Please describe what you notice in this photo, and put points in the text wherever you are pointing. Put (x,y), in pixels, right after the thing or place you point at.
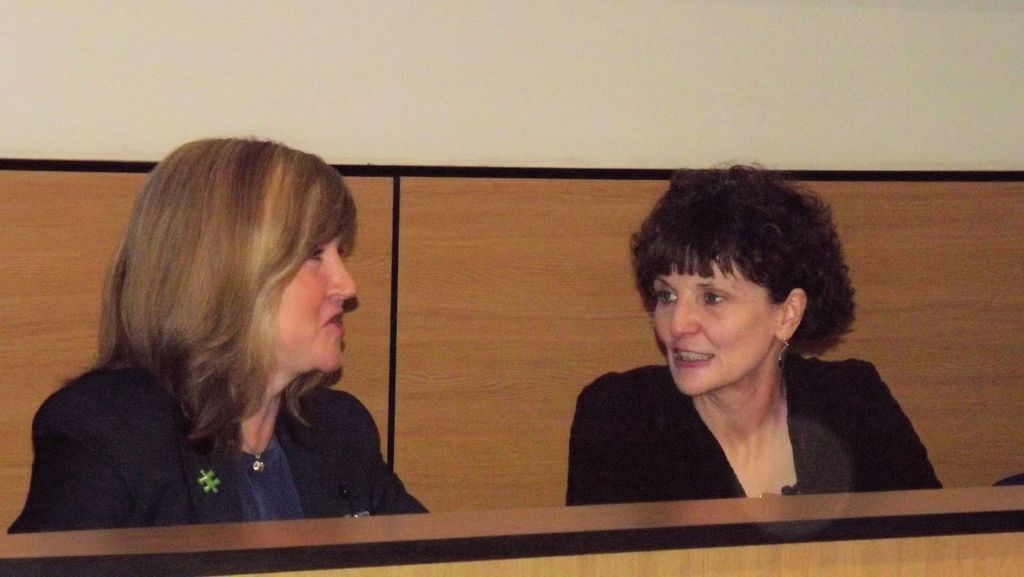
In this image there are two persons (235,292) sitting and smiling.
